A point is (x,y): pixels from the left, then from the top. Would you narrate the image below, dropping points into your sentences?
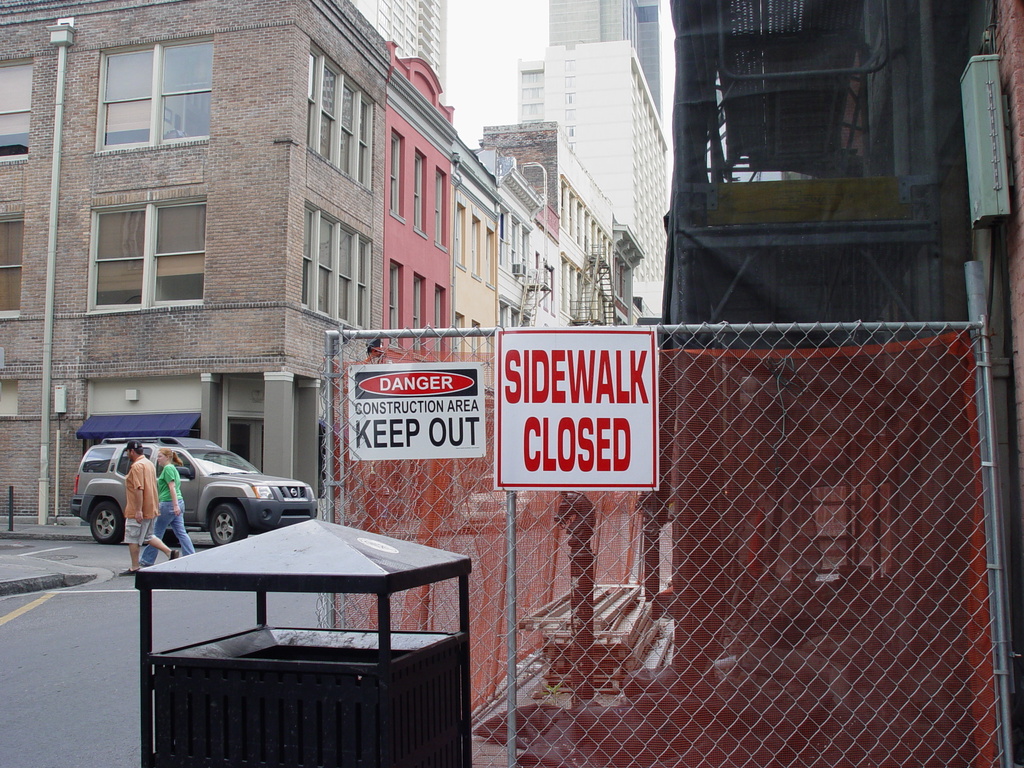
In the picture I can see some buildings (267,41), in front (113,470) vehicle (119,481) is moving on the road (172,544) and some people (174,507) are walking, side there is a fence (628,513) to which some boards (426,447) are attached.
